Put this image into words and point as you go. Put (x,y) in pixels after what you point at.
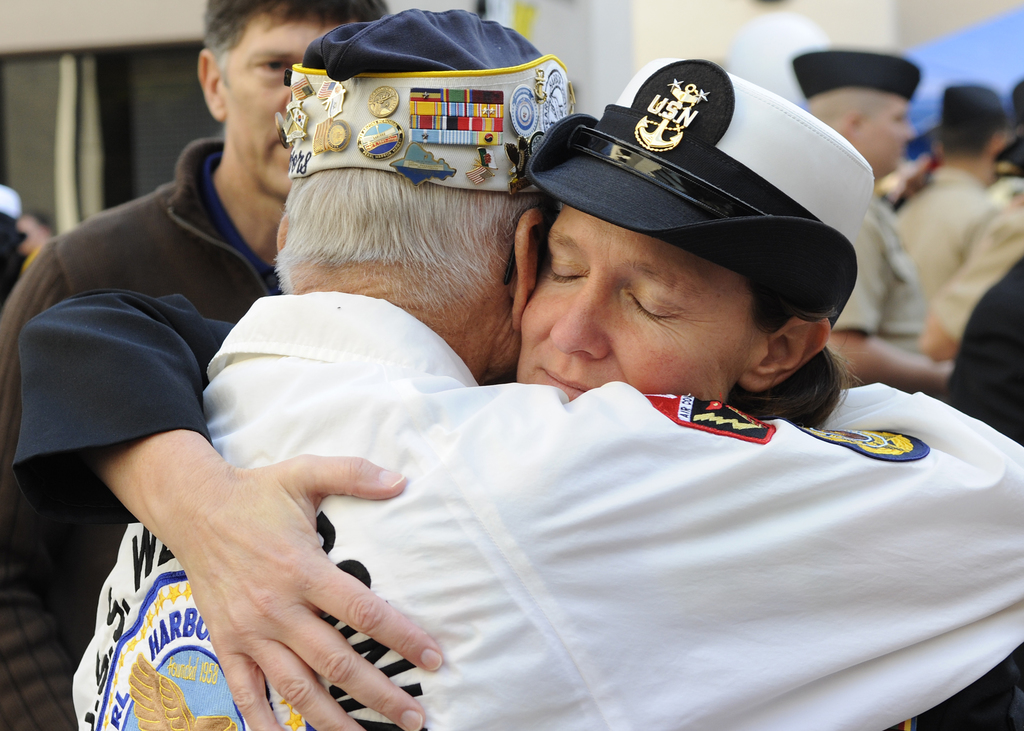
In the image we can see there are people (370,374) standing and they are wearing caps (406,132). There are badges (419,124) on the cap (362,124).
